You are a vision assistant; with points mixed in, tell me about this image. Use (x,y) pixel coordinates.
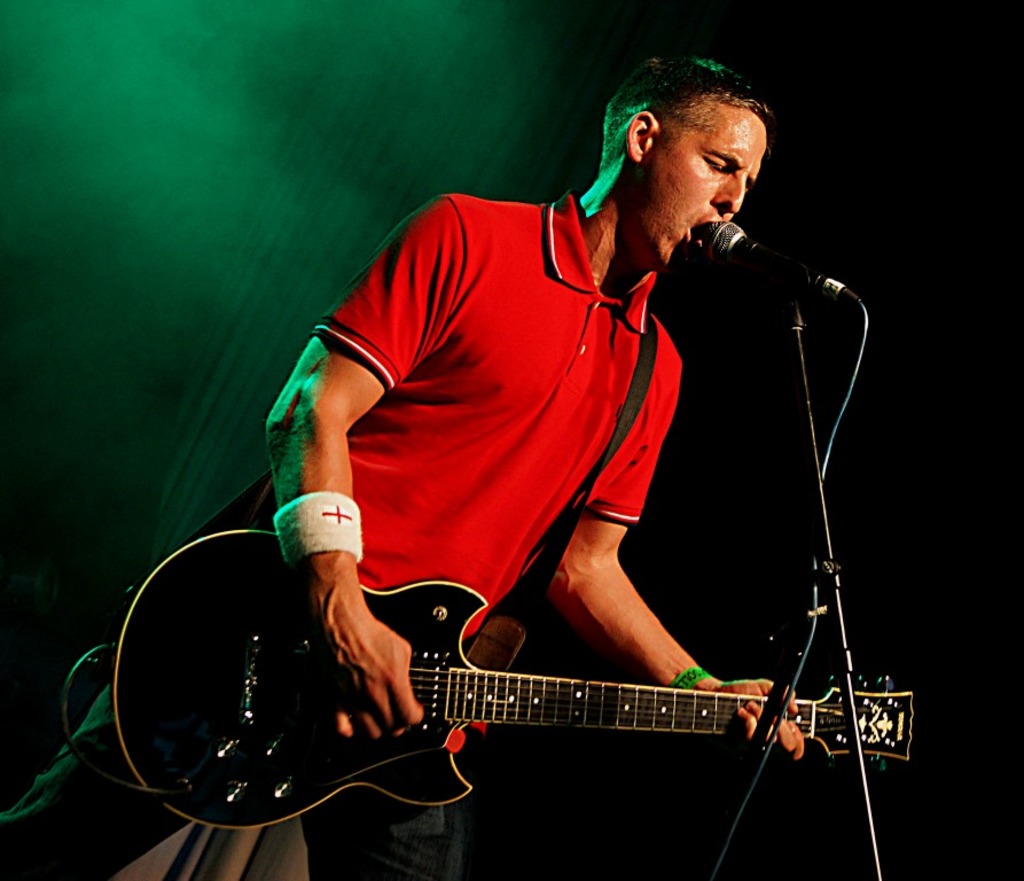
In this image i can see a man (536,475) standing playing the guitar (360,733) and singing song in the microphone (756,250).
